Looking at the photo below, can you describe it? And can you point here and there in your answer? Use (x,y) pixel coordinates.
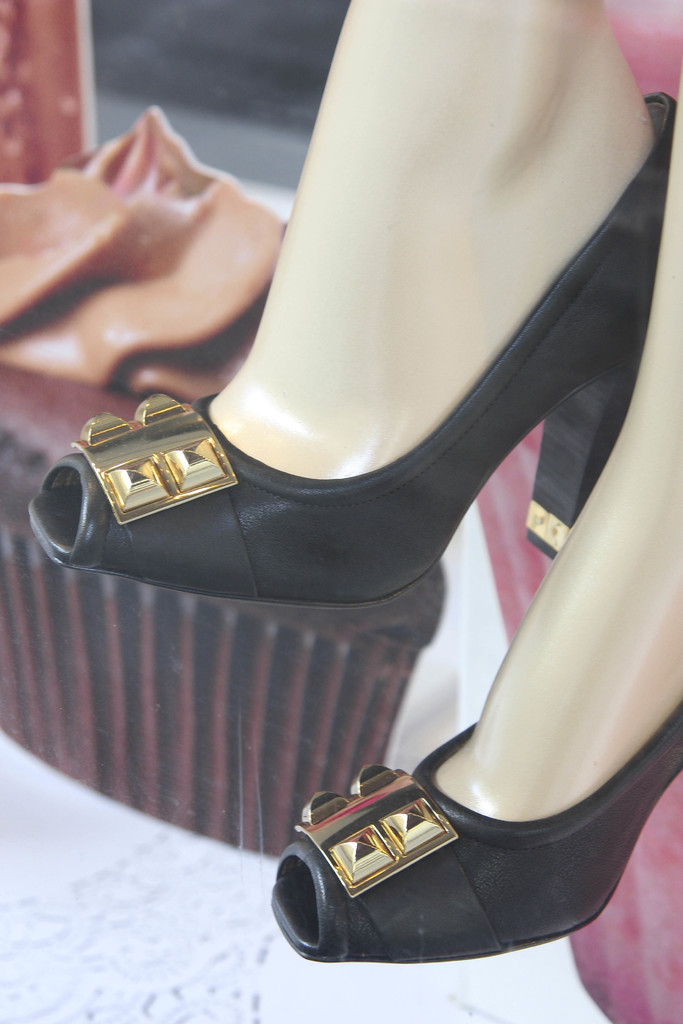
In the image we can see there is mannequin (497,185) wearing black heel sandal (628,298) and at the background (99,294) there is a chocolate muffin (61,407).
